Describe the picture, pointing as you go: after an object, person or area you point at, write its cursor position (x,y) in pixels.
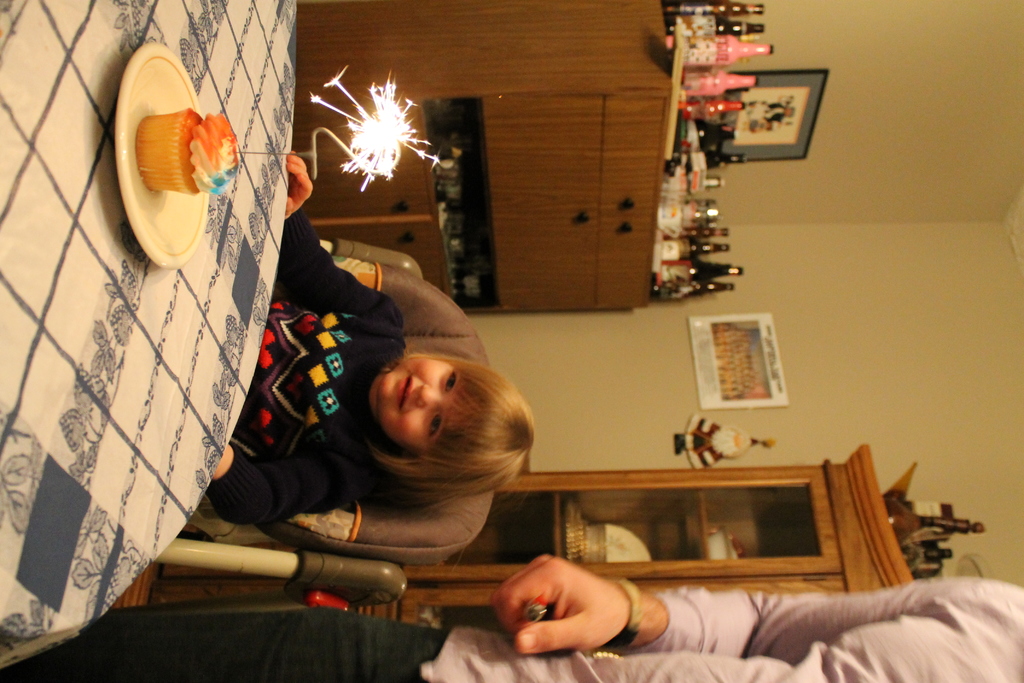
In this image there is a table (75,261) on which there is a plate (124,151). On the plate (131,162) there is a cupcake (203,161). On the cupcake (203,161) there is a sparkle (313,174). On the right side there is a girl (309,395) sitting in the chair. In the background (465,217) there is a cupboard (603,215) on which there are bottles (737,161). At the bottom (391,671) there is another person (620,643) who is holding the lighter (543,615). Behind him there is a cupboard (653,523) in which there are plates (635,548). To the wall (813,380) there are posters (706,391) and stickers (727,448).
